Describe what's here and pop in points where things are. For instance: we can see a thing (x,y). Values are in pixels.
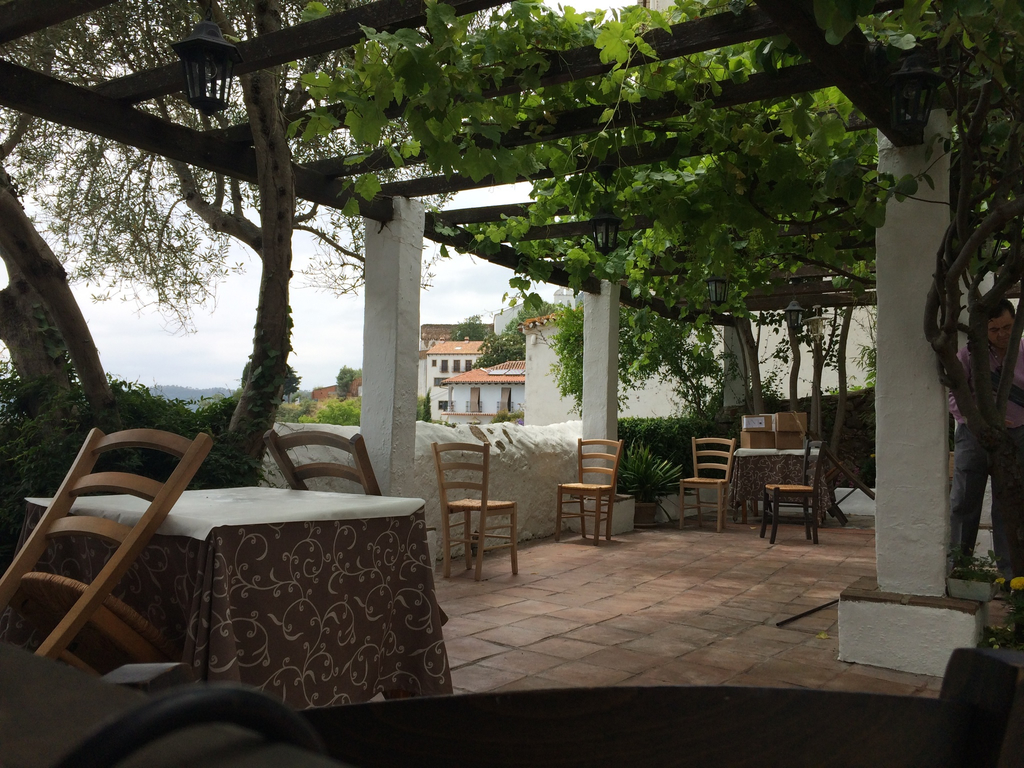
This picture shows few houses (454,363) and we see a man (1002,346) standing. We see chairs (337,472) and couple of tables (789,458) and a cloudy sky (336,366) and we see plants (673,459).
